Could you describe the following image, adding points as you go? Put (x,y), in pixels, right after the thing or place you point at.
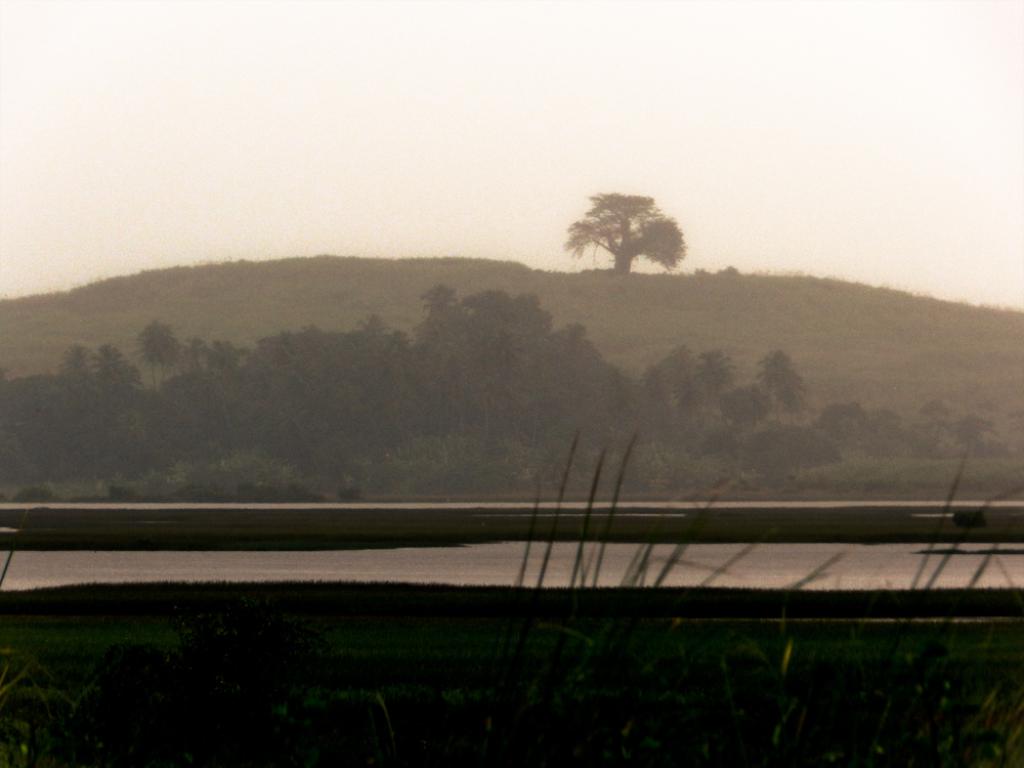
In this picture there is grass (454,598) at the bottom side of the image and there are trees (435,404) in the background area of the image (115,348).
